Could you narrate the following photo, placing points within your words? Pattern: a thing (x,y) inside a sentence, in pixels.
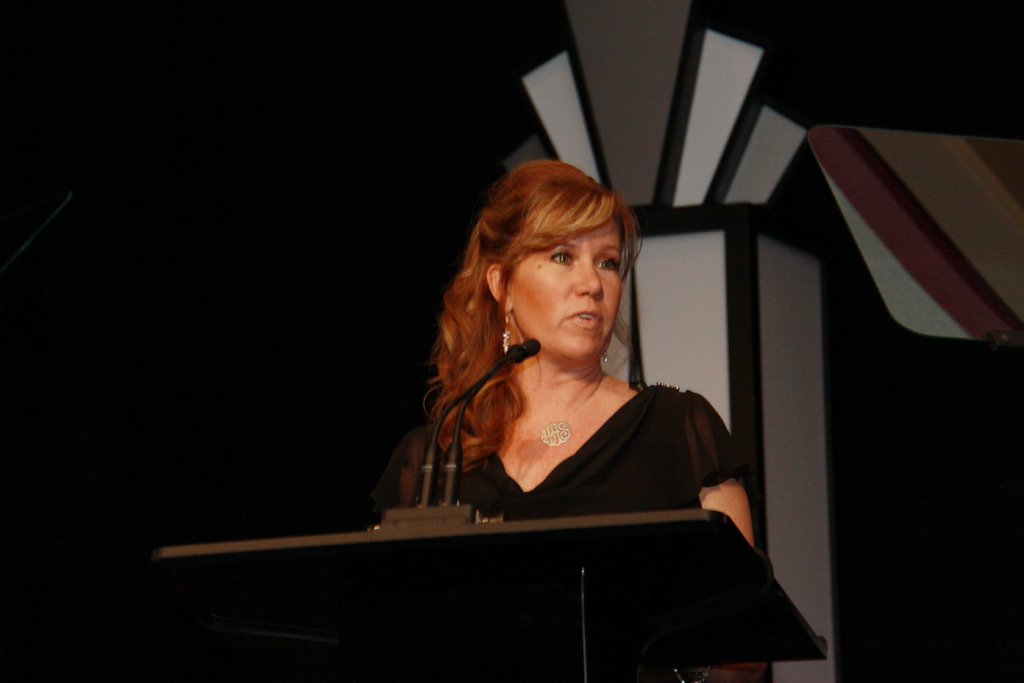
In the center of the picture (560,385) there is a woman (602,471) in black dress (577,456), in front of a podium (456,578) and speaking into microphones (456,400). In the background (595,141) there is a pillar (767,327). The background (732,237) is dark.
